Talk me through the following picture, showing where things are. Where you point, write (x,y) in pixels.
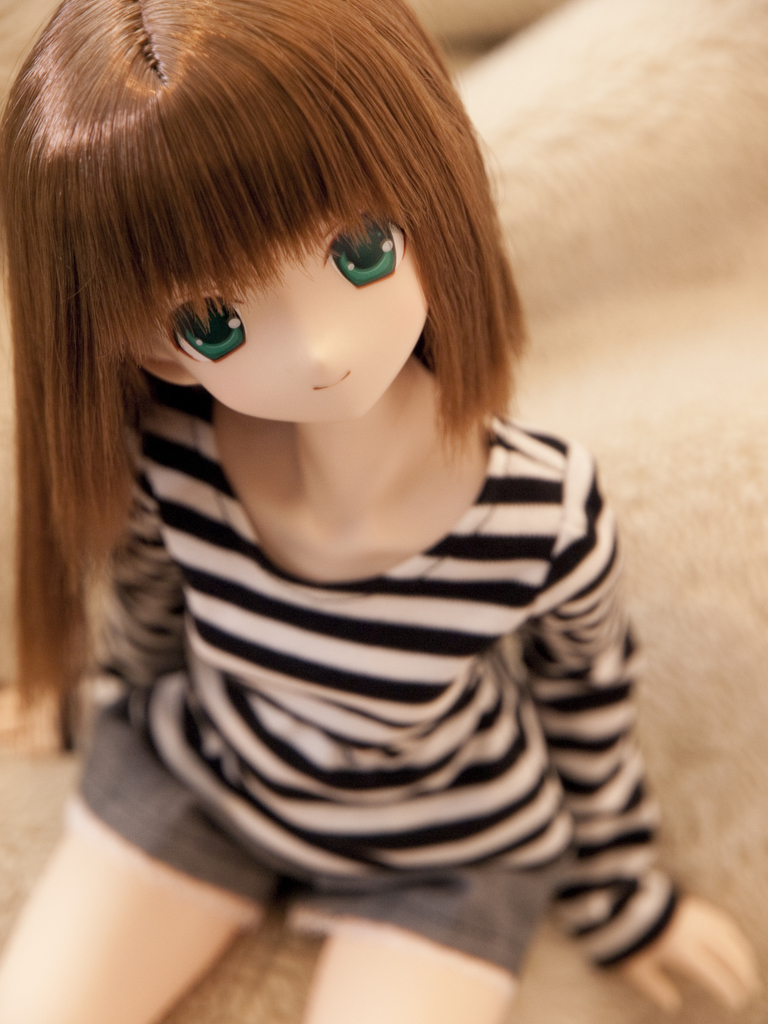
In this image, we can see a doll (561,865) on an object (546,305).
